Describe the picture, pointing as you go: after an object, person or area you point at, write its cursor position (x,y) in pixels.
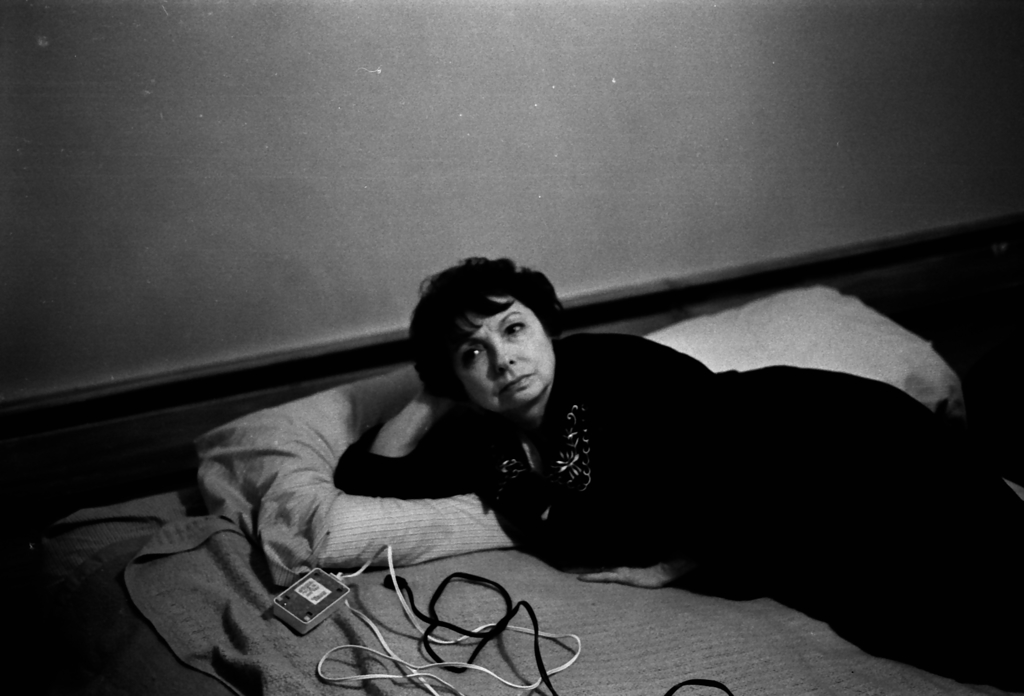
This is a black and white picture, in the image we can see a woman (560,401) lying on the bed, on the bed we can see the cables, pillows (347,525) and board (316,602), in the background (359,190) we can see the wall (529,152).
